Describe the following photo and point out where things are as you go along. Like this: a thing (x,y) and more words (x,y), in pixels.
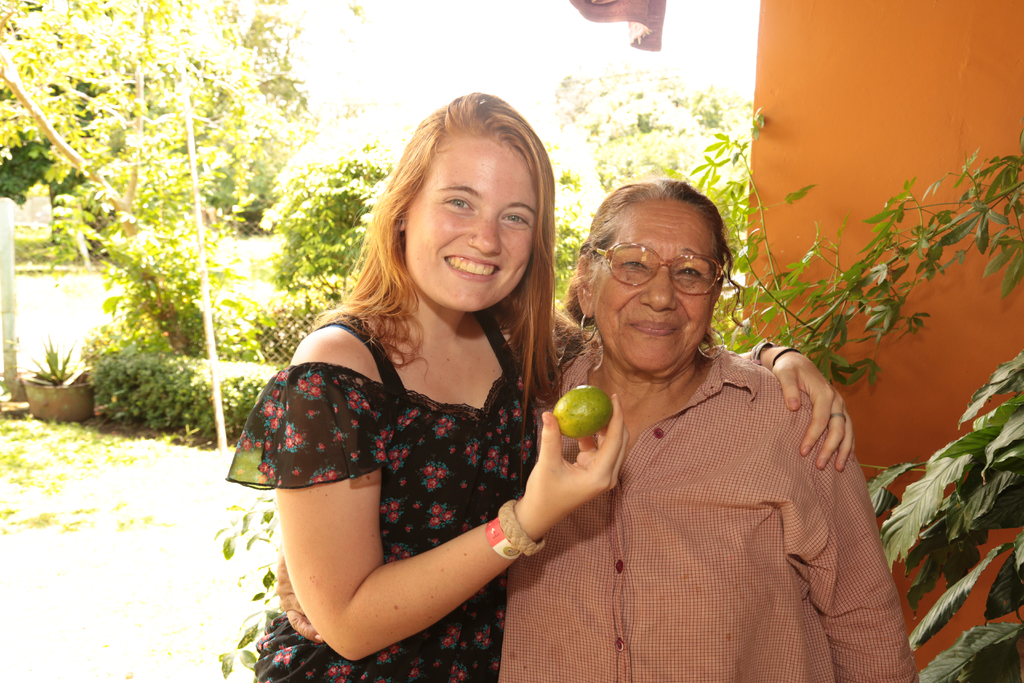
In this image there are two people (544,575) standing with a smile on their face (525,236), one of them is holding a fruit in her hand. In the background (1004,178) there is a wall (986,151), trees (287,177) and plants (979,457).
